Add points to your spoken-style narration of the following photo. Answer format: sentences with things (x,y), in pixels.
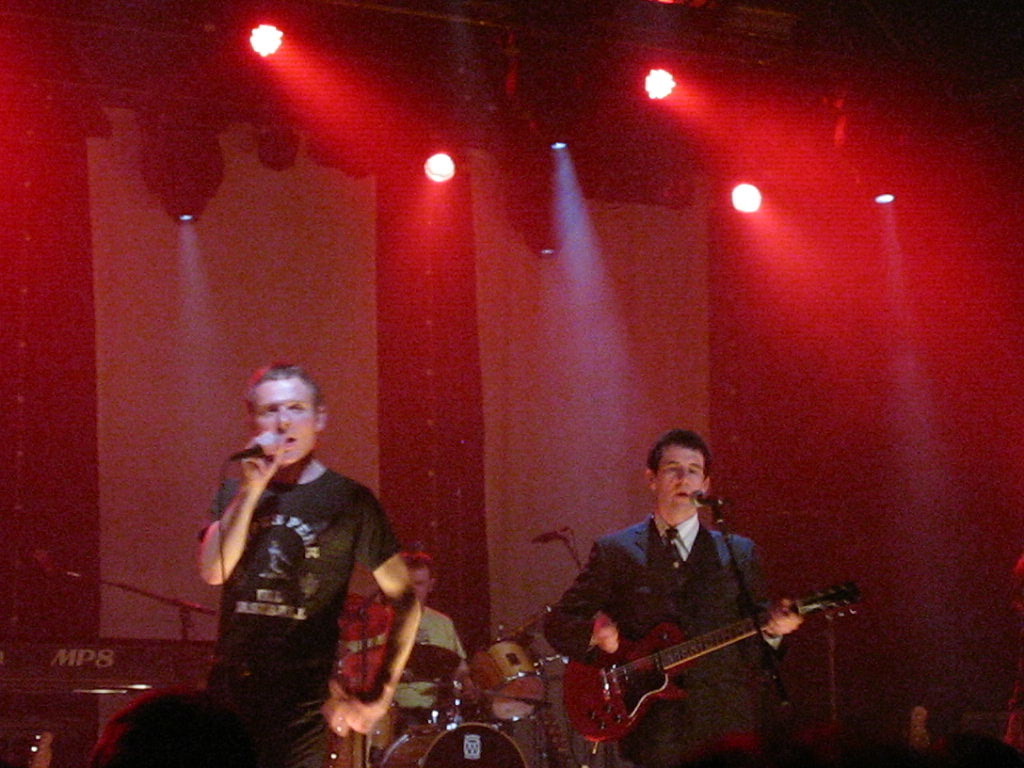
In this picture there is a man (329,554) who is singing. There is also another man (714,560) who is playing a guitar (683,657) and singing. At the background (436,644) there is a man (434,635) who is sitting and playing the musical instrument (500,641).
